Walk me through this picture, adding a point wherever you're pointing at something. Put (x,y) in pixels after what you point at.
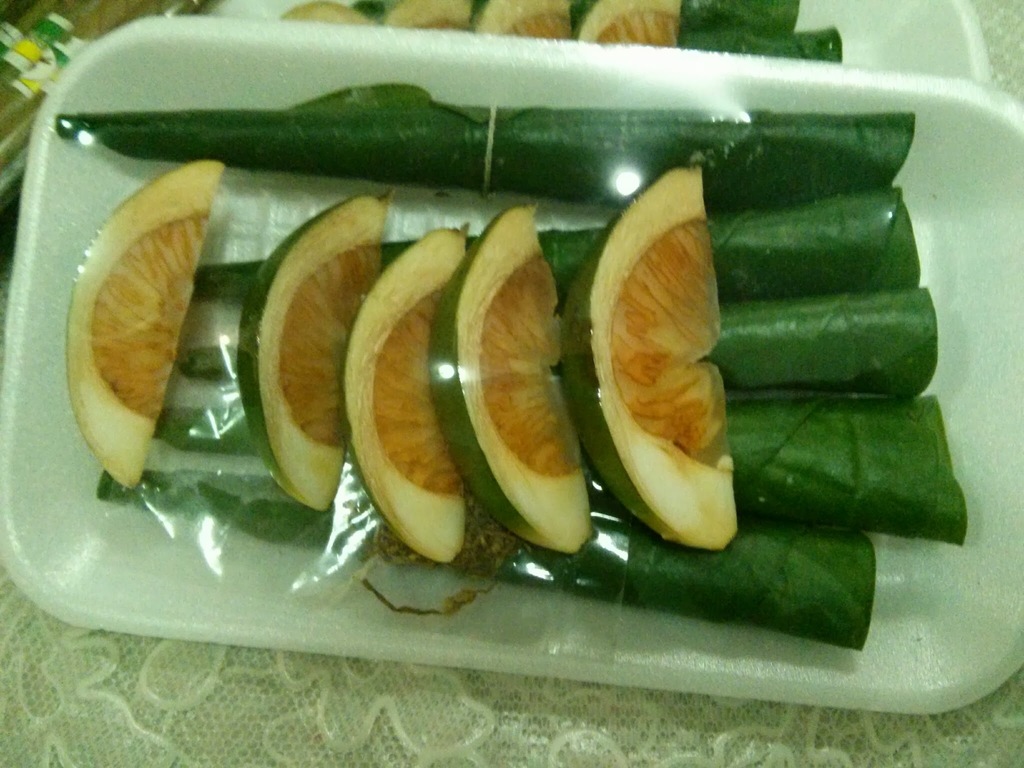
Here we can see a fruit slices (366,278) on the rolled leaves (785,248) in a plate (86,48) on a platform (872,732). In the background (13,39) there are some objects (53,28), fruits slices (655,28) on the rolled leaves (685,20) in a plate (855,15) on a platform (206,736).
